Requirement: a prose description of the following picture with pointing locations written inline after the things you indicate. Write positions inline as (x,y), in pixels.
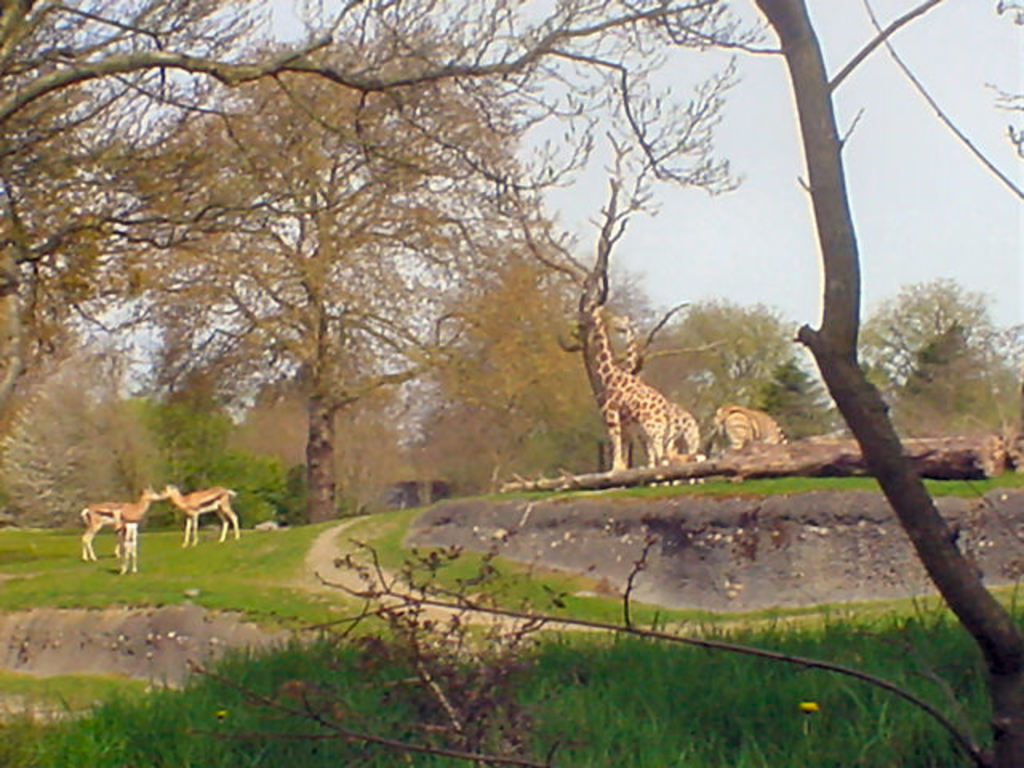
On the left side (87,524), there are two deer (189,521) standing opposite to each other on the grass (27,540) on the ground (203,562) near another animal (123,531). Which are near a small pit (164,646). On the right side (973,608), there is a tree (836,283) near grass (639,700) on the ground (900,678) and a road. In the background (641,391), there are giraffes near a wood (837,475) which is on the grass (751,480) on the ground (665,480) and a pit (669,534), there are trees (582,358) and clouds (724,193) in the blue sky (735,179).
